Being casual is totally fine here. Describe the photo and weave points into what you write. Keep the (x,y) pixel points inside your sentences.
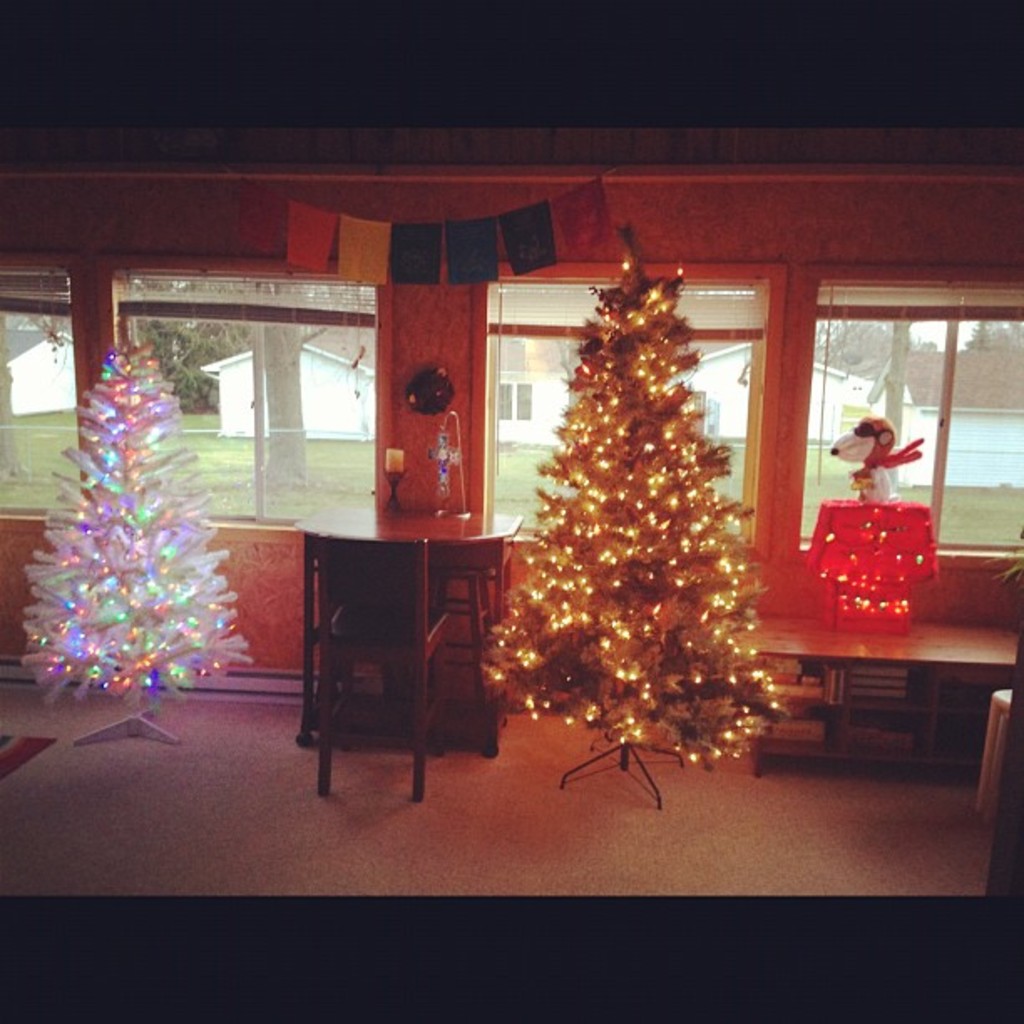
In this picture i could see Christmas trees (124,553) table (435,539) and chairs (360,617) and a carpet (470,785). In the background (564,423) i could see a glass window (240,388) and trees (287,416) and houses (526,381).
